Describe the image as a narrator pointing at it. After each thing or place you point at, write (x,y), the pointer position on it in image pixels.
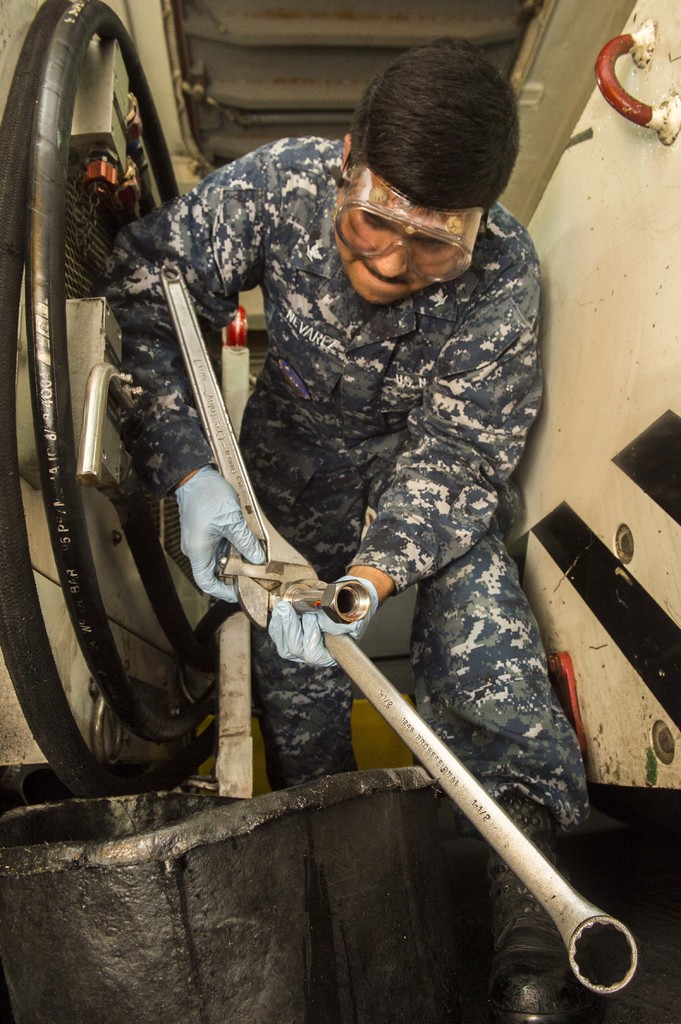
In the center of the image (374,594) there is a person (248,539) holding some object (287,553) in his hand (246,530).
